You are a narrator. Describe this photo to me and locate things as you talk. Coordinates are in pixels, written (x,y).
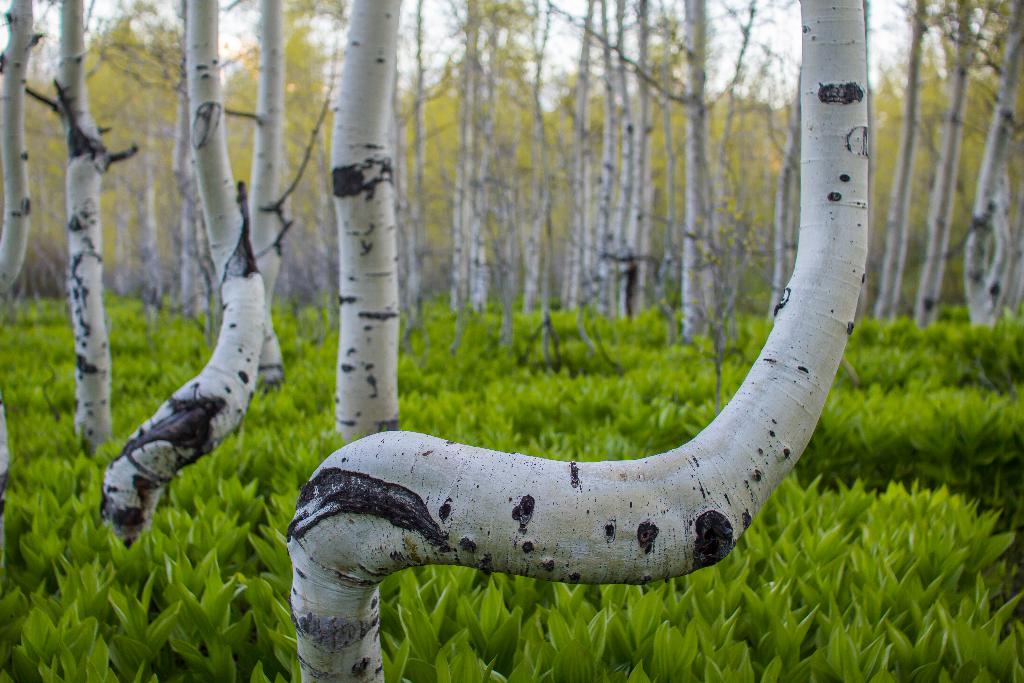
In this image we can see trees (556,226), plants (538,310) and sky (549,36).
